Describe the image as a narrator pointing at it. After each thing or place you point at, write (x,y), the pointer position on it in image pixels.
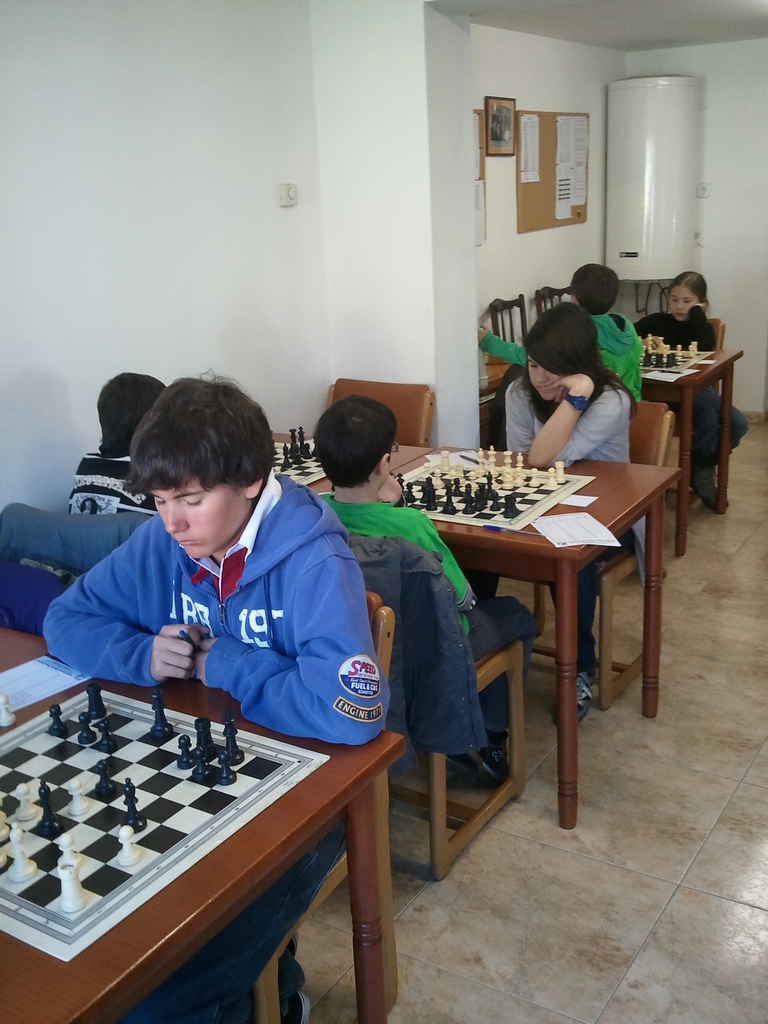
In this picture we can see some persons (283,979) are sitting on the chairs (394,386). These are the tables (651,517). On the table (450,455) there are chess boards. This is floor (606,907). On the background (324,94) there is a wall (350,138) and this is board (541,187).
